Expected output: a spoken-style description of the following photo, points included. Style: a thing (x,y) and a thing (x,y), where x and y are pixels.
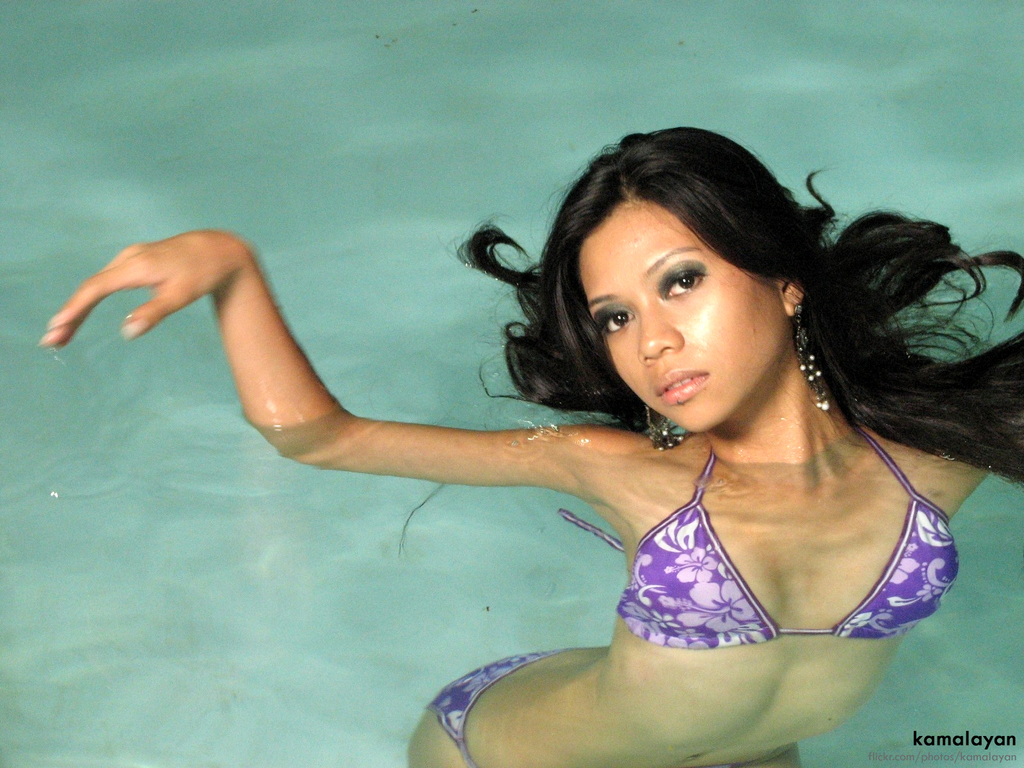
In this picture, we see a woman (667,419) is swimming in the water (412,568) and she is posing for the photo. In the background (393,216), we see water (311,131) and this water (294,120) might be in the swimming pool (353,129).
